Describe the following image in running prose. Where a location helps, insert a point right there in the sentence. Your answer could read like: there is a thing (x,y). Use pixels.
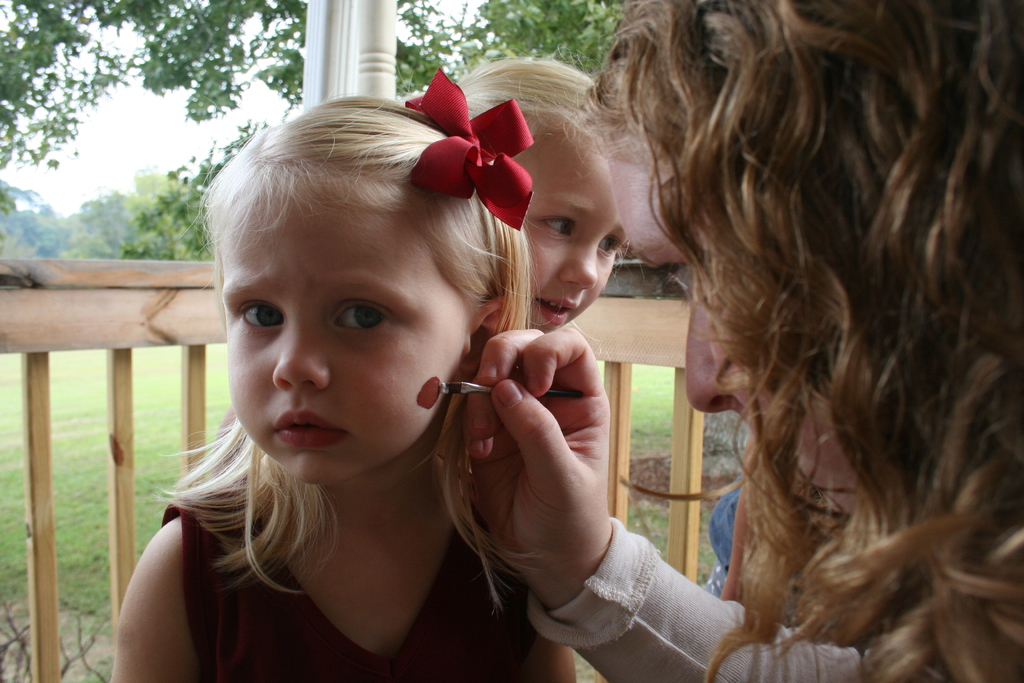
In this picture we can see two kids (523,597) and a woman (576,410) in the front (803,458), a woman (772,431) is holding a brush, we can see wooden railing (95,325) and grass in the middle (663,439), in the background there are trees (404,87) and the sky (124,111).
